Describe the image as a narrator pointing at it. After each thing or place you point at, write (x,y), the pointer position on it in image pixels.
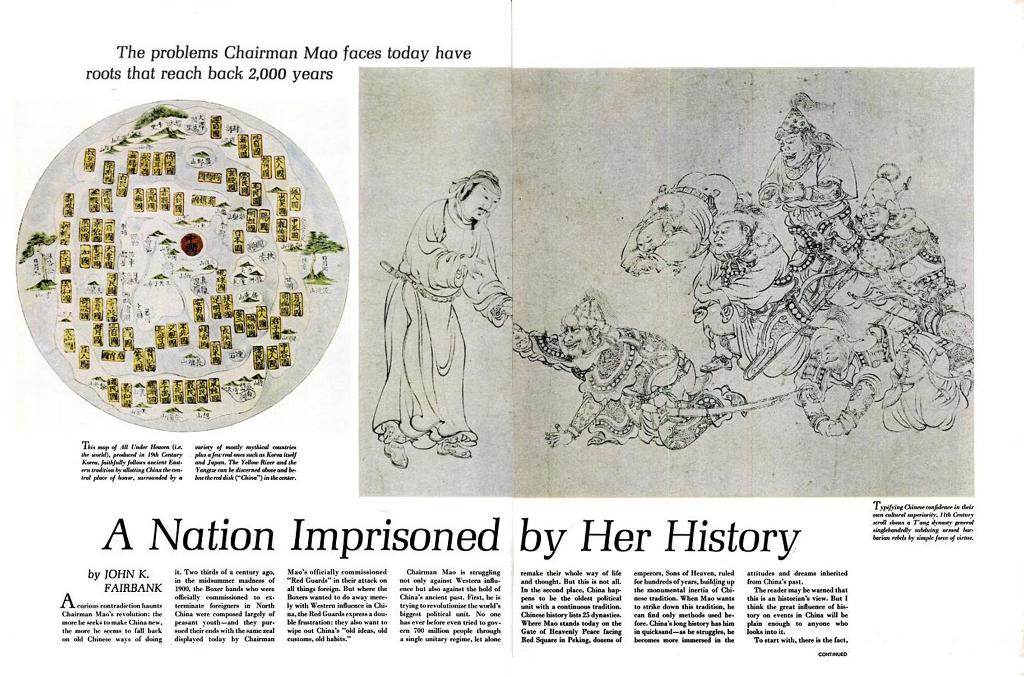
In this picture we can see a paper (305,307), in the paper (305,306) we can find some text (505,543) and pictures (577,311) of few people (422,231).
